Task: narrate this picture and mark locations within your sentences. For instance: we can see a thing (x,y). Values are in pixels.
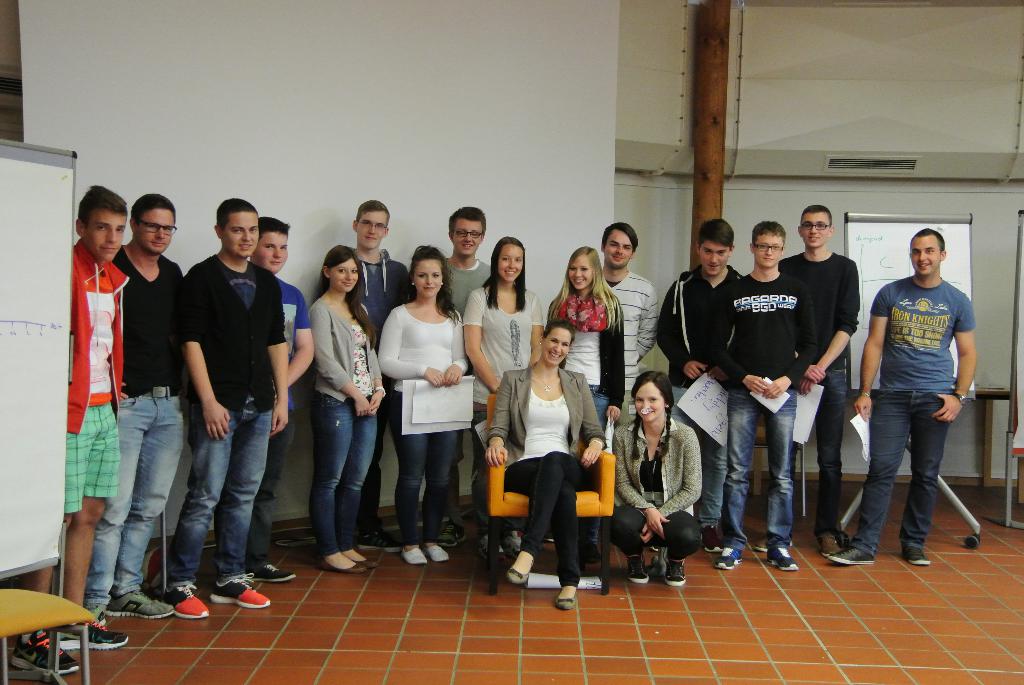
In this image we can see men (162,227) and women (525,300) standing on the ground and one of them is sitting in a chair (583,502). In the background (296,172) we can see pipelines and walls (377,141).
